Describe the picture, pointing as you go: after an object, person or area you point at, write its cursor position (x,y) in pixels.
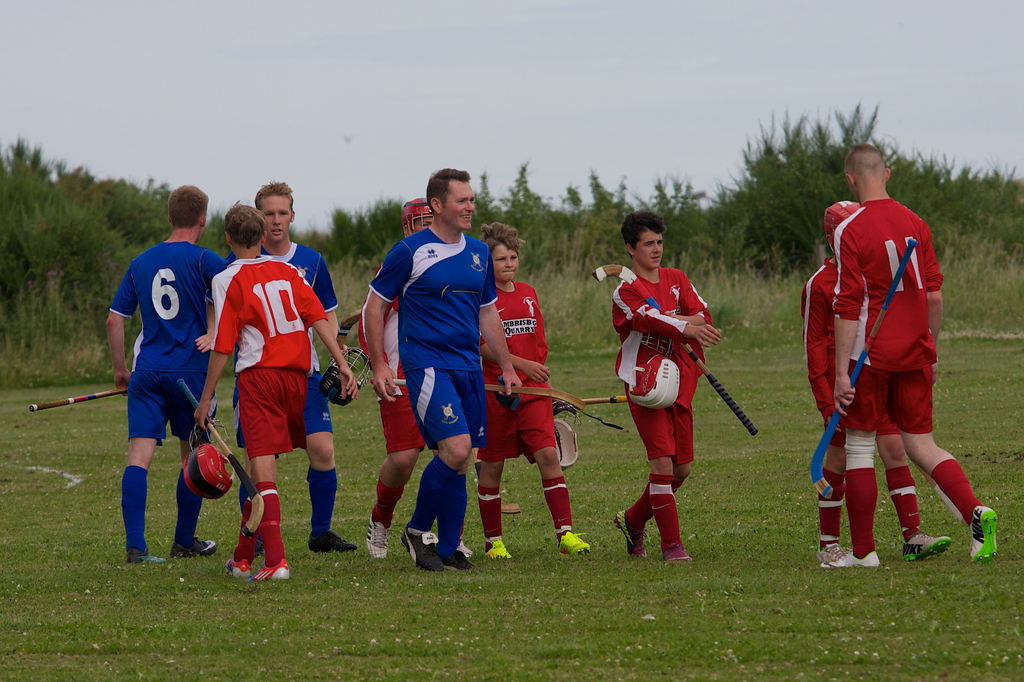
In this picture, we can see a few people (502,273) holding some objects (665,364), and we can see the ground (380,467) with grass (998,334), plants (43,263), and we can see the sky (649,152).
